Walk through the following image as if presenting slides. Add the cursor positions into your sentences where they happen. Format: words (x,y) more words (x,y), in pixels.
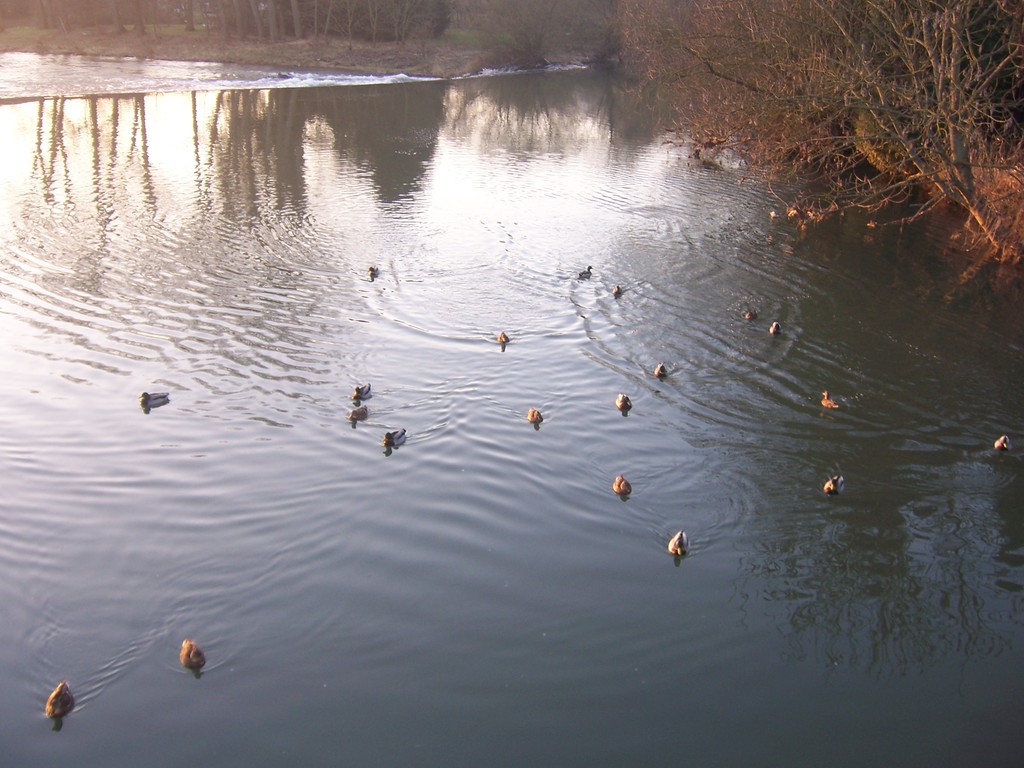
In this image there are birds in the water (450,455) and there are trees (830,145).
